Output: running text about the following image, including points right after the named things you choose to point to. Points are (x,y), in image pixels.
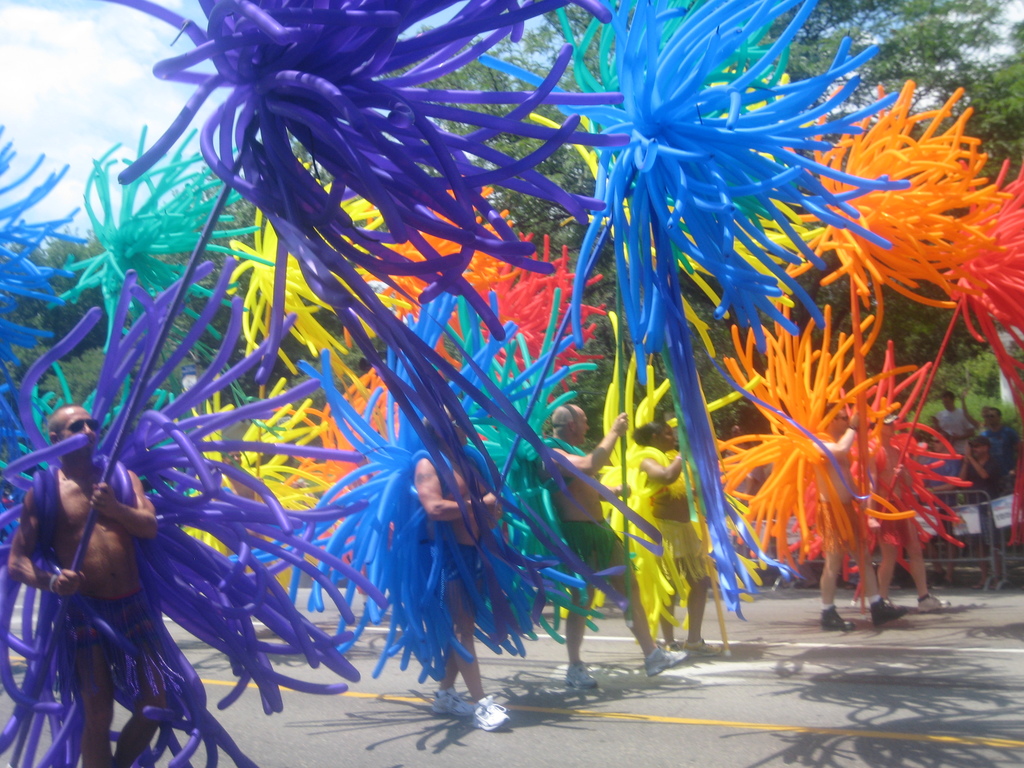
In the image we can see there are men (83,459) standing on the road (968,725) and they are wearing colourful cylindrical shaped balloons (520,252) which are in flower shape. There are spectators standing and watching them. Behind there are trees (988,381) and there is a cloudy sky (69,70).
